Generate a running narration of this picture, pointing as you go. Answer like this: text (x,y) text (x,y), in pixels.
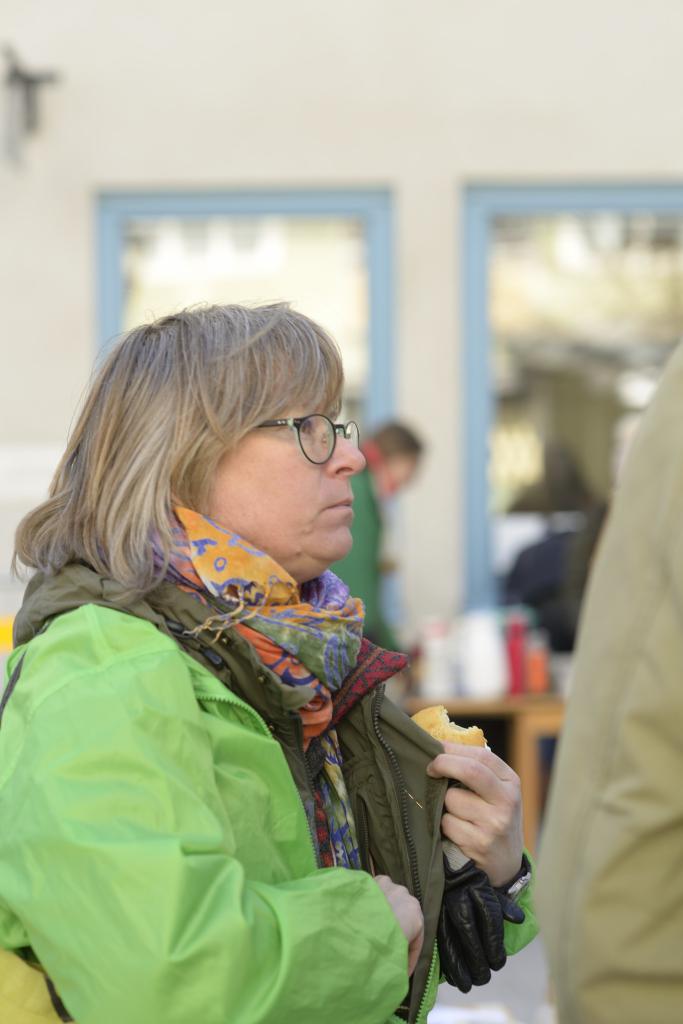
In the foreground of this image (250,794), there is a woman (250,794) in green coat (185,856) and wearing a bag (24,999) is holding a bun (454,734) in her hand (475,790). On the right (614,807), it seems like a hand (608,906) of a person (608,879). In the background (407,455), there is a person's (406,468) standing near a table (534,718) on which there are few objects (489,670) and also there is a wall (221,74).
